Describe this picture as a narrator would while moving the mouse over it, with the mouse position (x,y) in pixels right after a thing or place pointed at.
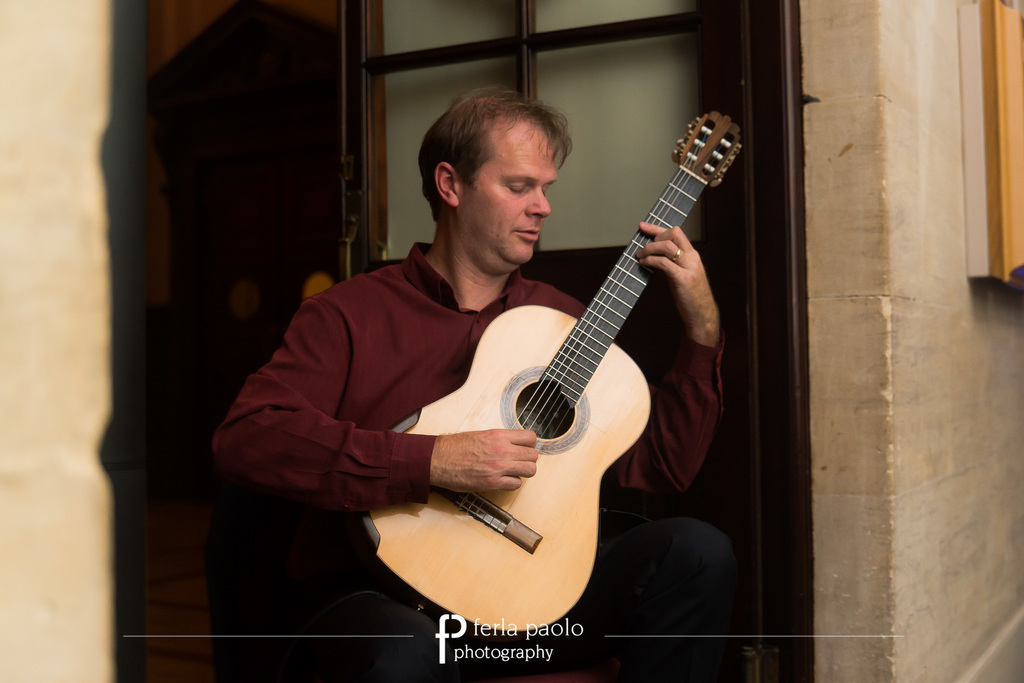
In the middle of the image (407,342) a man (548,172) is sitting and playing guitar (572,381) behind him there is a door (575,151) and wall (955,229).
